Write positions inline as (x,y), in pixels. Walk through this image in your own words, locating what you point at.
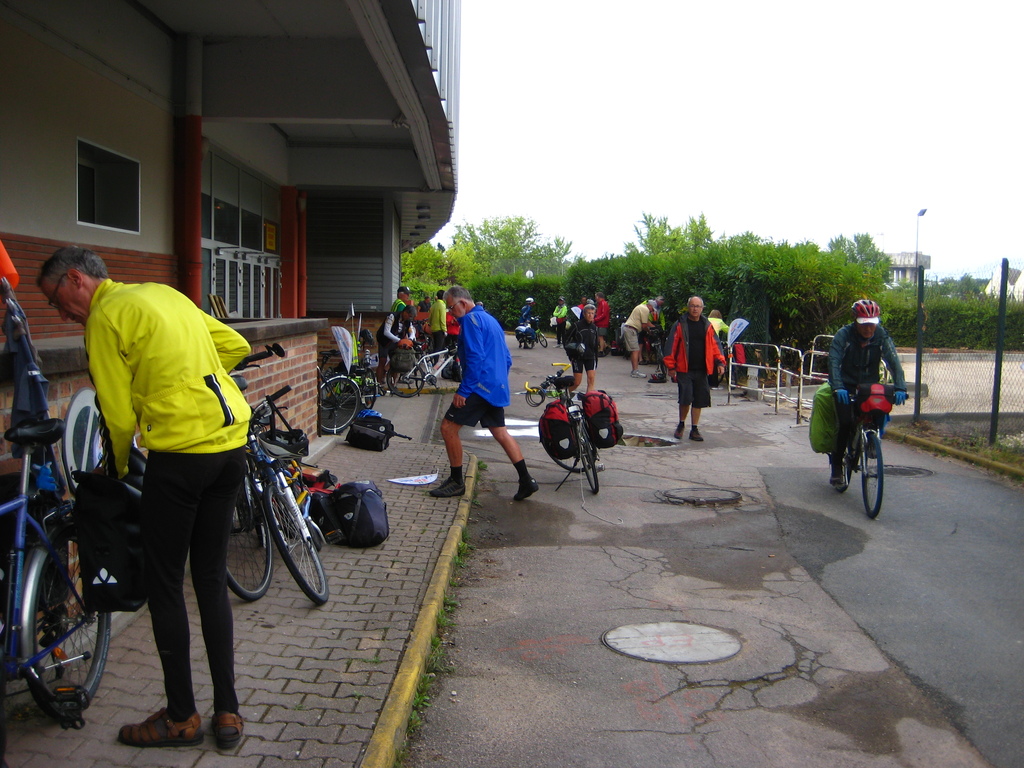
At the top (769,119) we can see sky (748,131). These are trees (752,268). We can see a person (844,375) riding a bicycle (865,451), wearing a helmet (873,313). We can see bicycles (551,441) which are parked and bags (389,436) near to the building (374,283). We can see persons (705,379) walking and standing. This is a drainage cap (711,646). This is a road (883,624).
